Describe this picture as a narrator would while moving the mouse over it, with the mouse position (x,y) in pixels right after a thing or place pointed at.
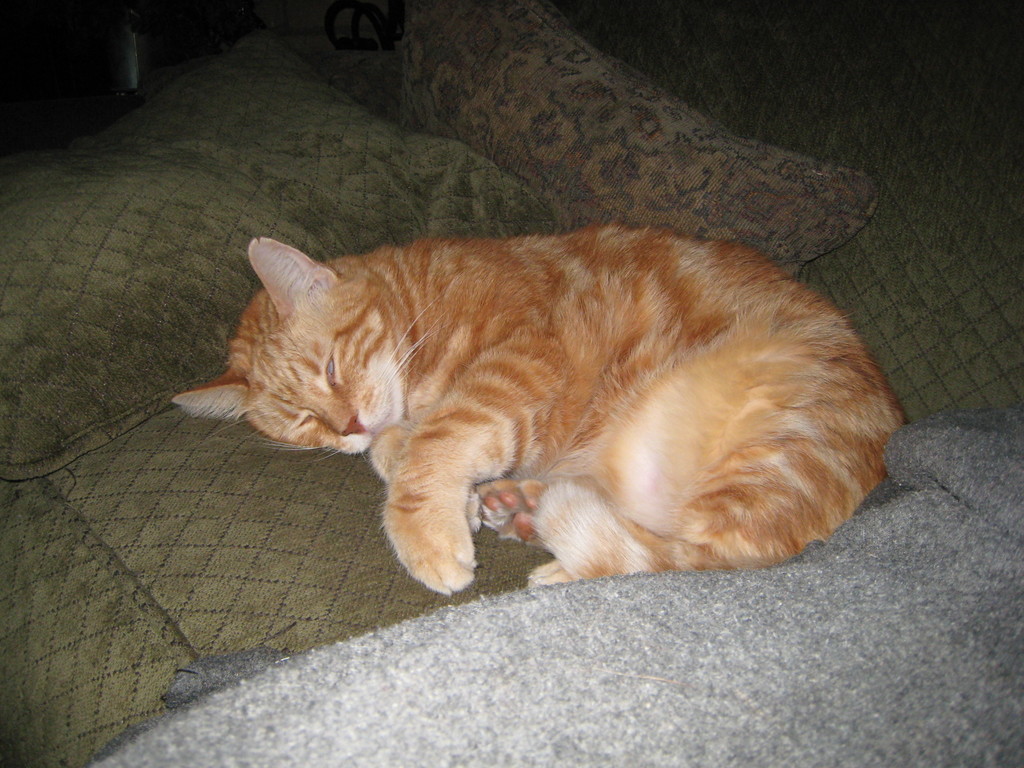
In this image, I can see a cat (545,394) sleeping on the couch (117,418).
